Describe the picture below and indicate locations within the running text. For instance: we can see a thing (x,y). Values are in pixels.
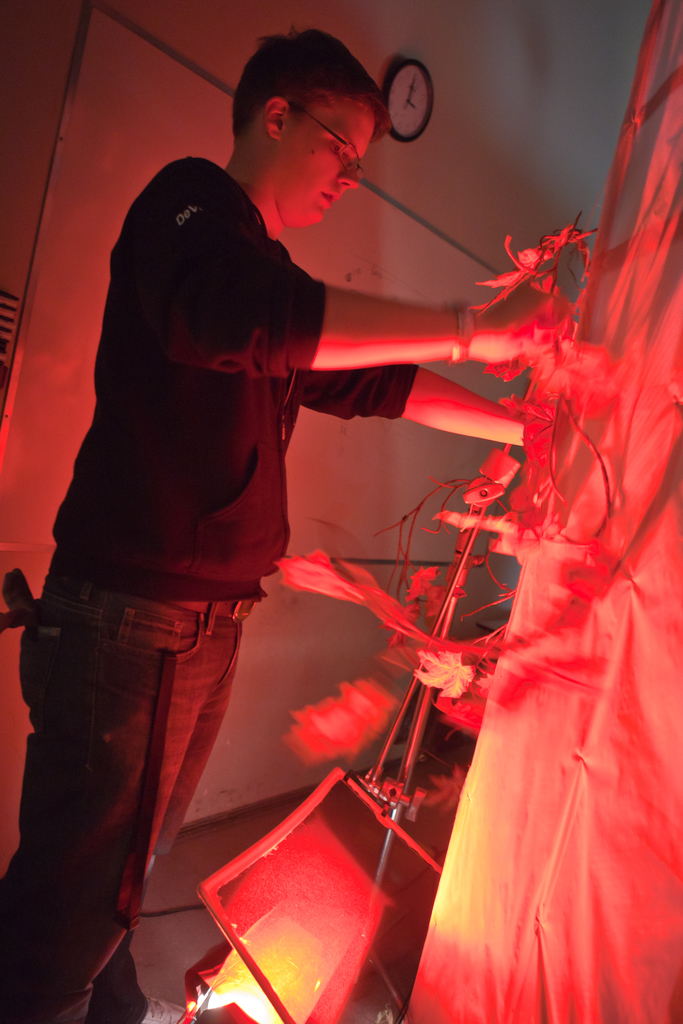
In this image we can see a person (235,383) standing and holding an object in his hands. At the bottom of the image (209,971) we can see a stand (389,794) and a light (204,983) placed on the ground (391,980). In the background (415,84), we can see a clock (415,95) on the wall (395,147).
